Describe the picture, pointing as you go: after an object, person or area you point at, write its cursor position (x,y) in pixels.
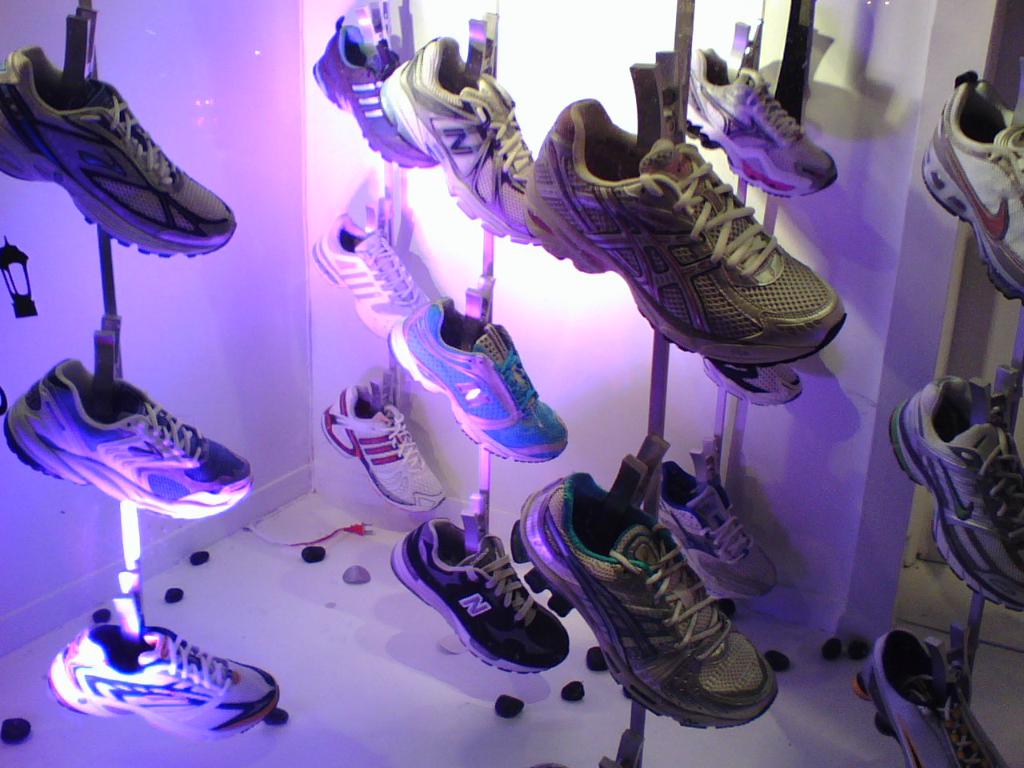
In this image in front (199,509) there are shoes (582,493) hanged to a metal rod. At the bottom of the image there are few objects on the floor (368,733). In the background of the image (279,85) there is a wall (267,100).
